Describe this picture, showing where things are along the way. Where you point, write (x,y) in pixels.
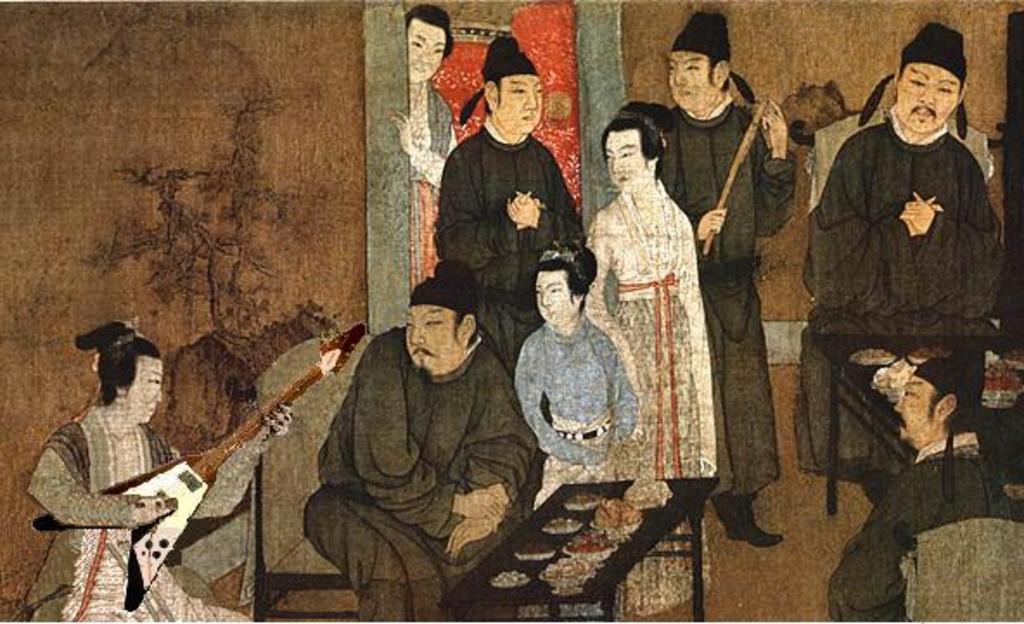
As we can see in the image is a painting (181,484) of few people (648,217), wall (210,247), chairs (275,444) and tables (873,403). The woman (153,400) on the left side (131,421) is holding a guitar (134,542) and on tables (514,590) there are dishes (883,357).
